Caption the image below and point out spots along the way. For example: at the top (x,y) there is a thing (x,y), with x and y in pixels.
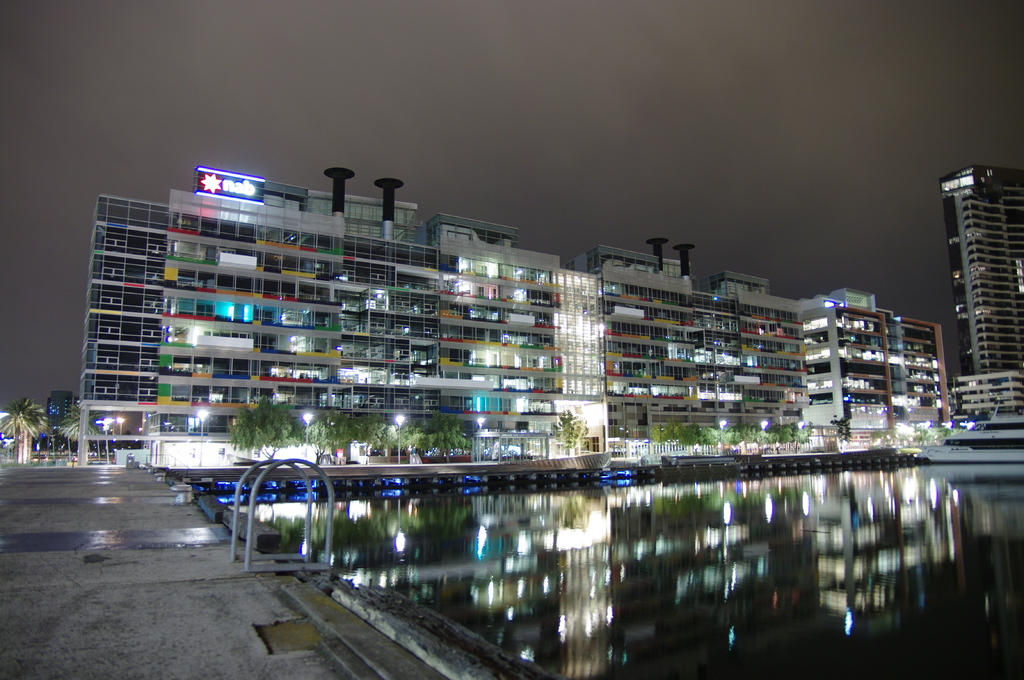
In the picture I can see buildings (666,361), trees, a boat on the water (567,547) and street lights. In the background (451,136) I can see the sky (447,111).
